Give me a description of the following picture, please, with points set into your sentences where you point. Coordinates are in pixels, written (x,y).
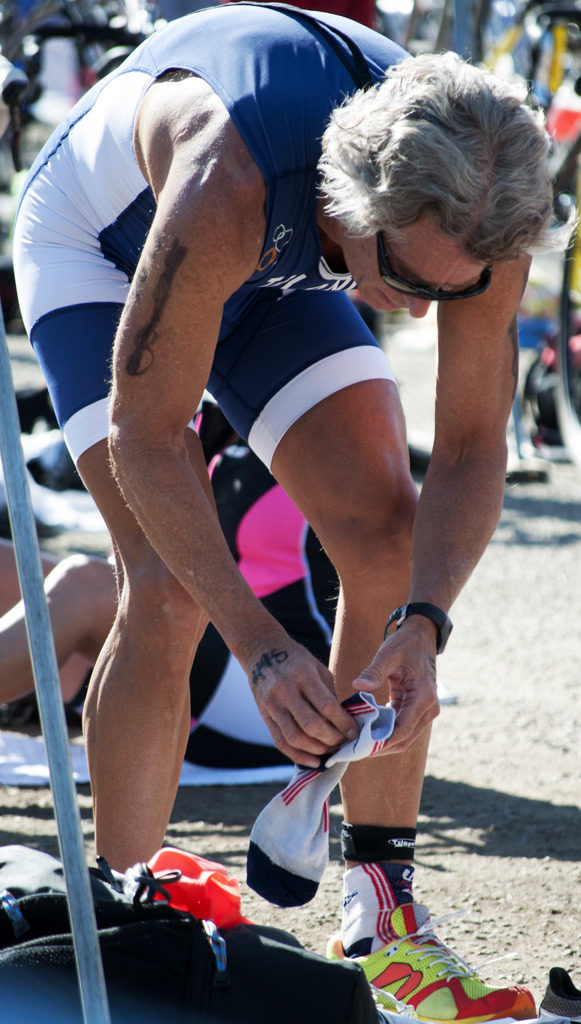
In this picture we can see a person (182,314) holding socks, behind we can see few people (310,645).
